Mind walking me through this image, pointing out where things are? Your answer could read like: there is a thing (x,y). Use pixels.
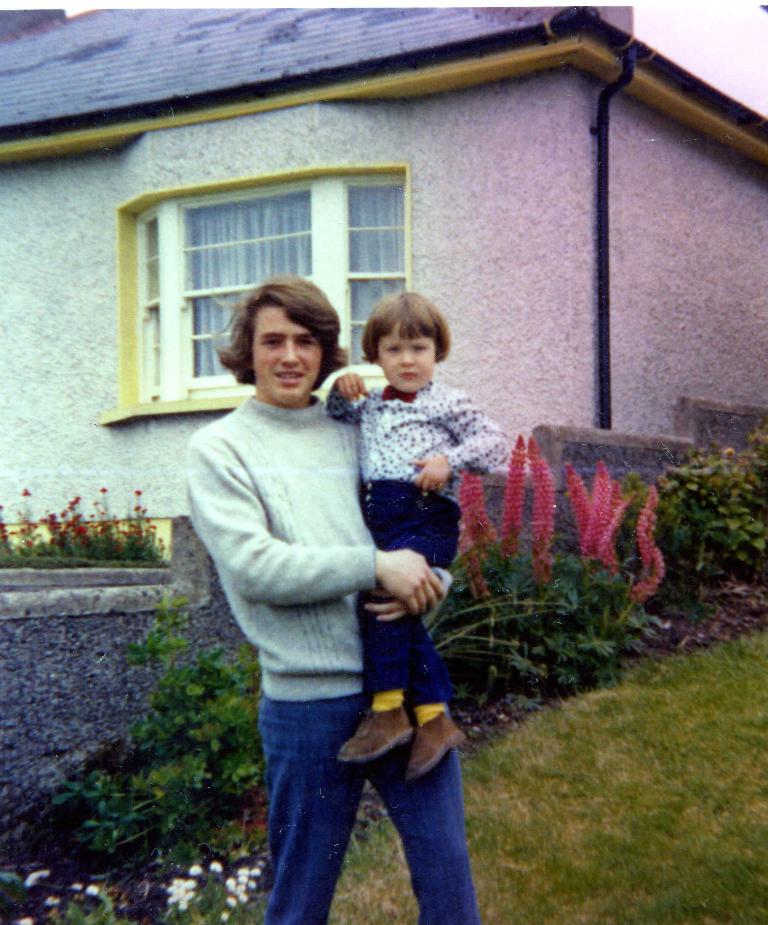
In this image, we can see a person (299,692) is carrying a kid (435,680). Background (742,671) we can see plants (444,620), grass (499,778), flowers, wall (669,453), house (312,244), glass windows (267,274), curtains (228,280), pipes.
